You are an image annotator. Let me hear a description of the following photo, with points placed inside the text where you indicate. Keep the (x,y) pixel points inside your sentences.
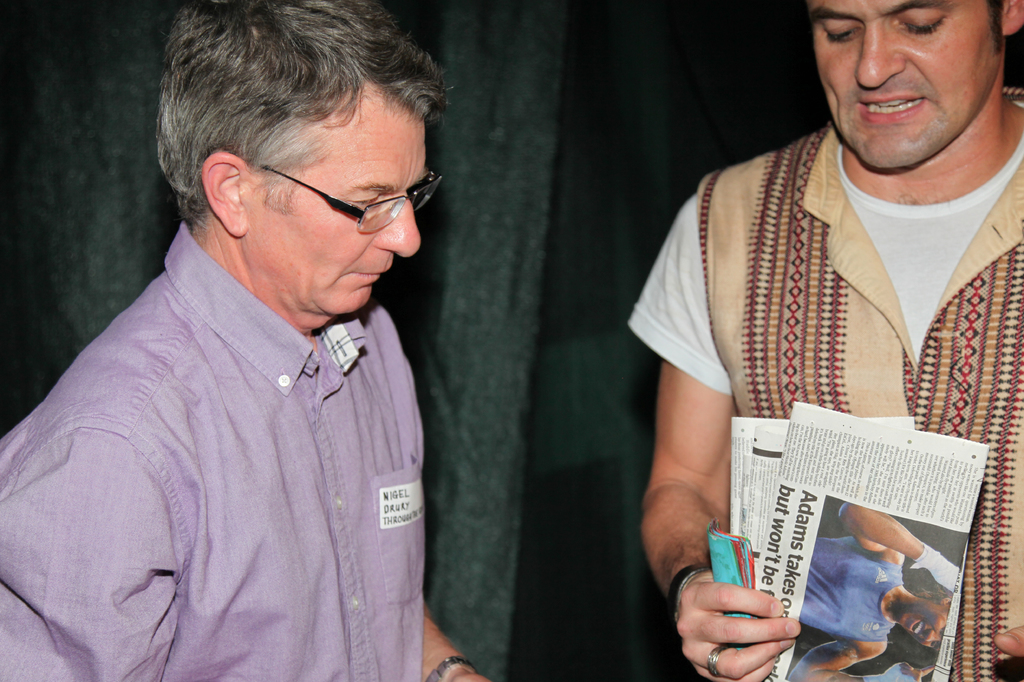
In this picture we can see two men (311,496) are standing, a man (928,391) on the right side (931,398) is holding some papers (769,543), a man (371,430) on the left side (281,399) wore spectacles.
